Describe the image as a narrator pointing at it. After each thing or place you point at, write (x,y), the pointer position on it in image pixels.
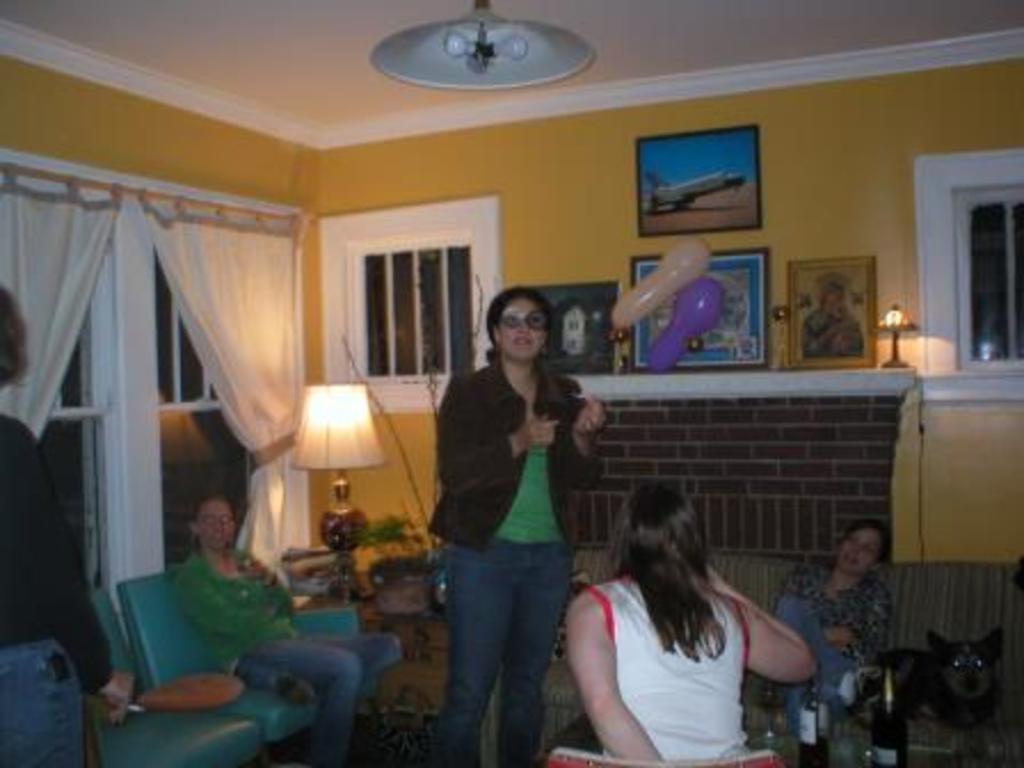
In this picture I can see there is a woman (463,462) standing here and she is wearing a green shirt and in the backdrop (854,633) there are few other woman (812,669) sitting on the couch (550,693) and on to right side (909,715) I can see there is a dog (944,662) sitting on the couch (1012,711) and in the backdrop (193,535) there is a wall (310,376) and a window (137,289) with a curtain (83,269).
